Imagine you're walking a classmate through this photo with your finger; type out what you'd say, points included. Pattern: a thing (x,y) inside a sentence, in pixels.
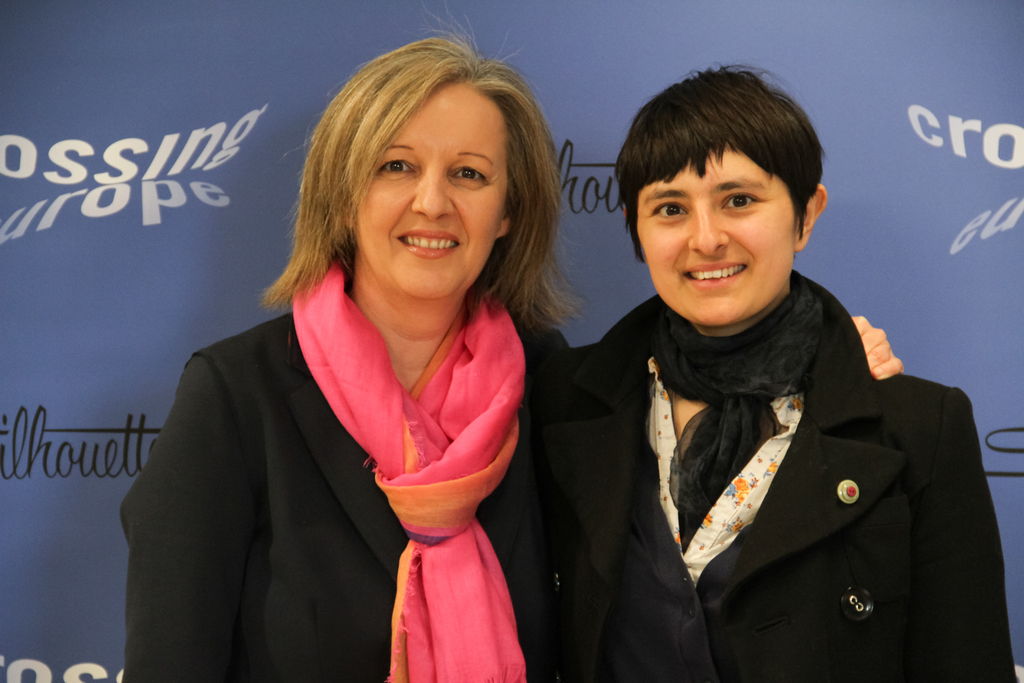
In this picture there are two ladies (441,177) in the center of the image (588,263) and there is a poster (12,202) in the background area of the image (90,69).
